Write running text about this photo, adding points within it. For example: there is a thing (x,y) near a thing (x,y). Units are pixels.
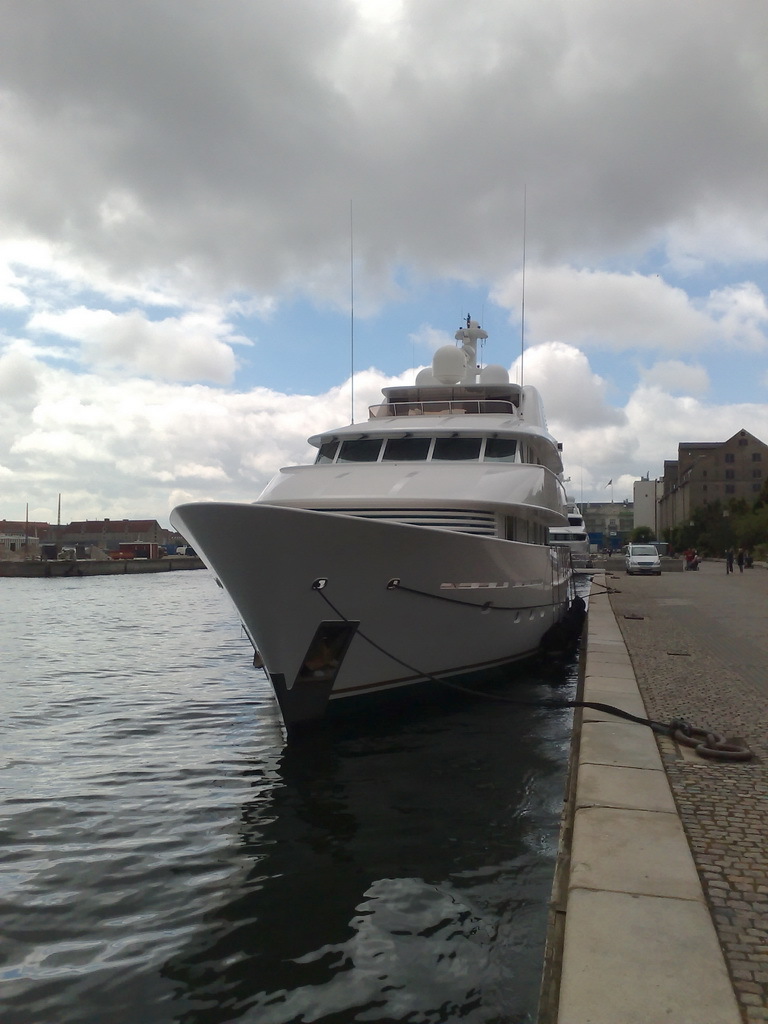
In this image, we can see a ship (287,593) on the river (253,846) and in the background (646,557), there are buildings (138,530), trees (744,538) and some vehicles (647,568) on the road (713,653). At the top (454,208), there are clouds (544,187) in the sky (550,208).
